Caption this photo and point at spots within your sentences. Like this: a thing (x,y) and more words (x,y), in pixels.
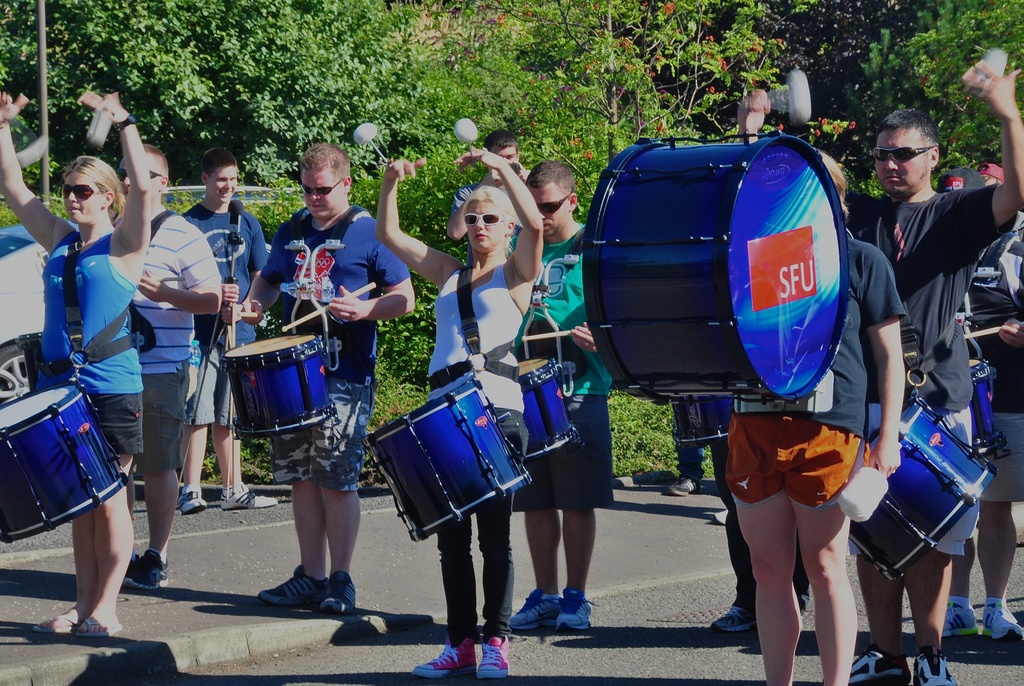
In this image we can see many people (336,377) playing musical instruments (671,235). There are many trees (490,106) in the image. There is a vehicle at the left side of the image (34,317).
